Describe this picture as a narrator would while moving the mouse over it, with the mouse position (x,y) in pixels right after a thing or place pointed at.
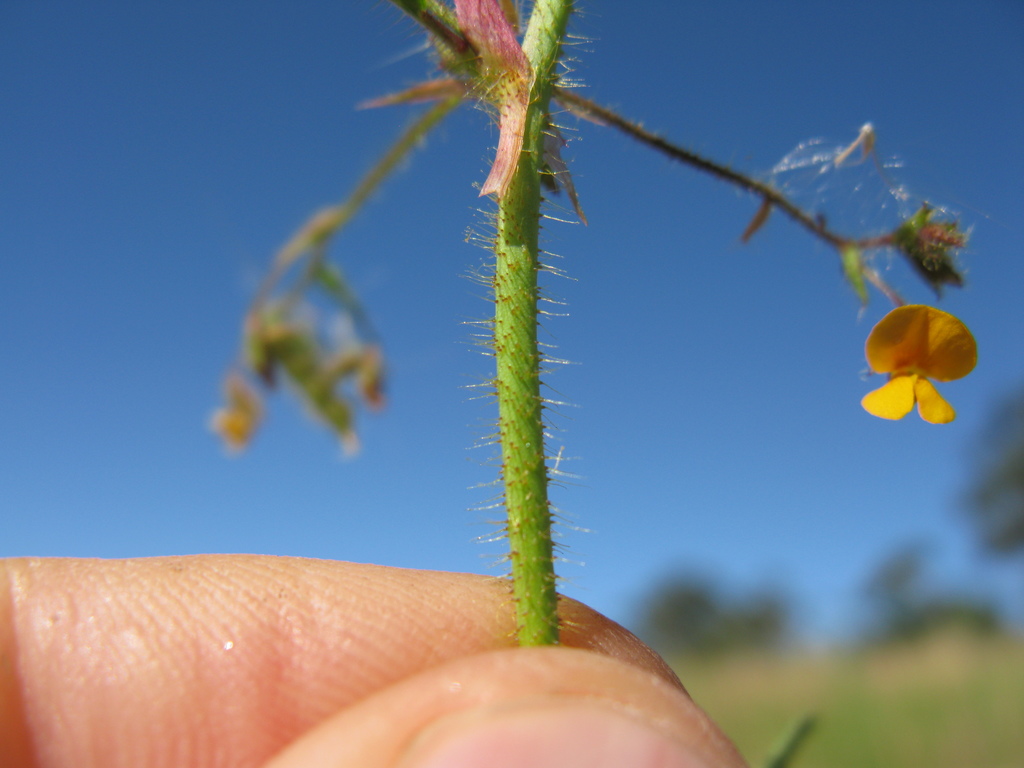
In this image we can see a plant (425,135) in the fingers (322,651) of a person's hand (333,683). In the background (466,103) the image is blur but we can see the sky (955,540), trees (898,593) and grass (919,701).
